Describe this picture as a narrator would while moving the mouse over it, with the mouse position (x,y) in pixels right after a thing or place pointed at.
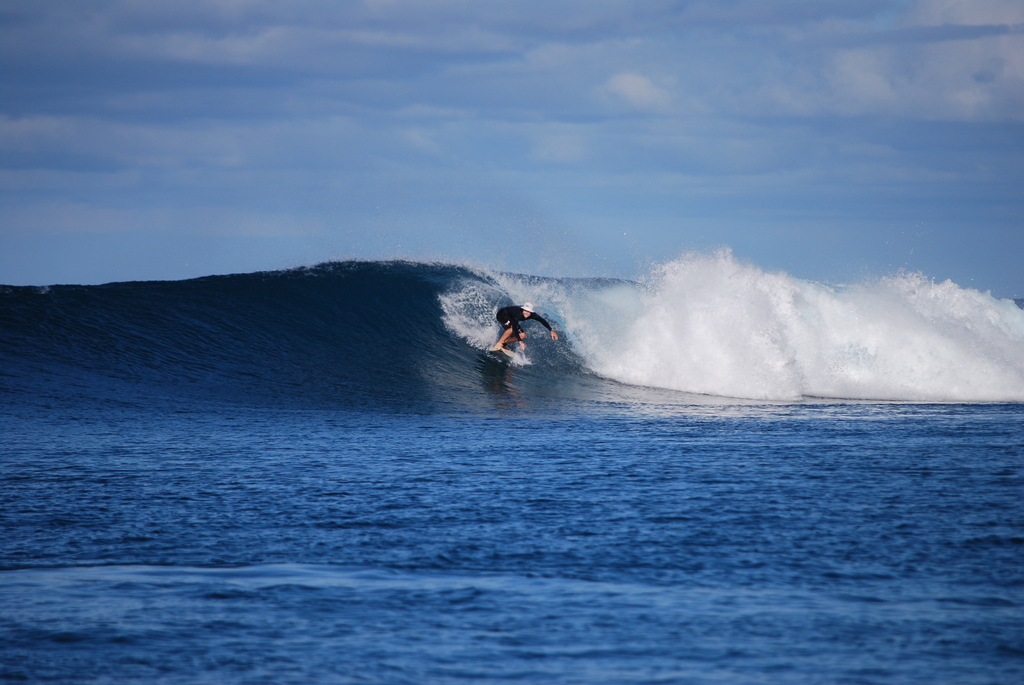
In this image I can see water (561,436) in the front (942,662). In the centre (501,339) I can see a man (515,341) is surfing. In the background (496,229) I can see clouds (558,96), the sky (430,149) and I can see the man (506,327) is wearing black colour swimming costume (506,315) and a white colour hat (528,310).
